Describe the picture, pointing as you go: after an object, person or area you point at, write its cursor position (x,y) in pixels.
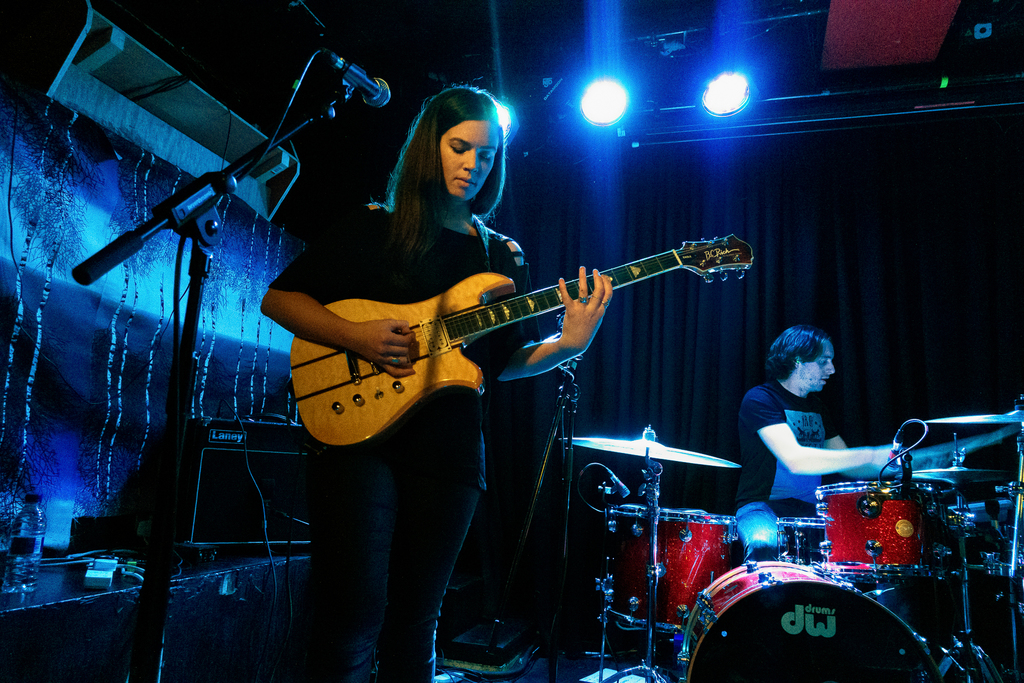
This image is clicked in a musical concert. There are two lights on the top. There are drums (890,563) on the bottom right corner (891,618) and there is a man (818,447) sitting near the drums (850,574). In the middle (530,285) there is a woman (410,624) she is playing guitar (459,361) and a mic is near her. In the bottom left corner (38,535) there is a water bottle (39,516).
